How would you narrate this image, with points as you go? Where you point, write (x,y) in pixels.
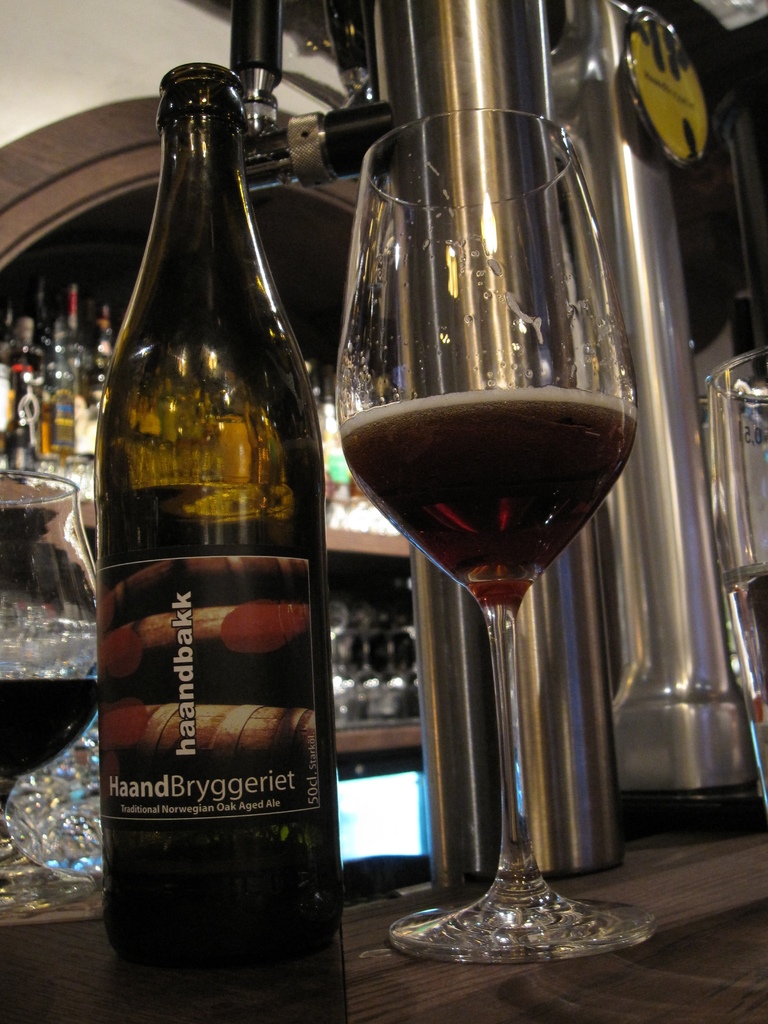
In this image in the center (500,507) there is one bottle (200,605) and one glass (487,497) is there and that glass (463,407) is filled with drink (452,454), and on the background (48,428) there are some bottles (61,413) and glasses (68,526) are there.
